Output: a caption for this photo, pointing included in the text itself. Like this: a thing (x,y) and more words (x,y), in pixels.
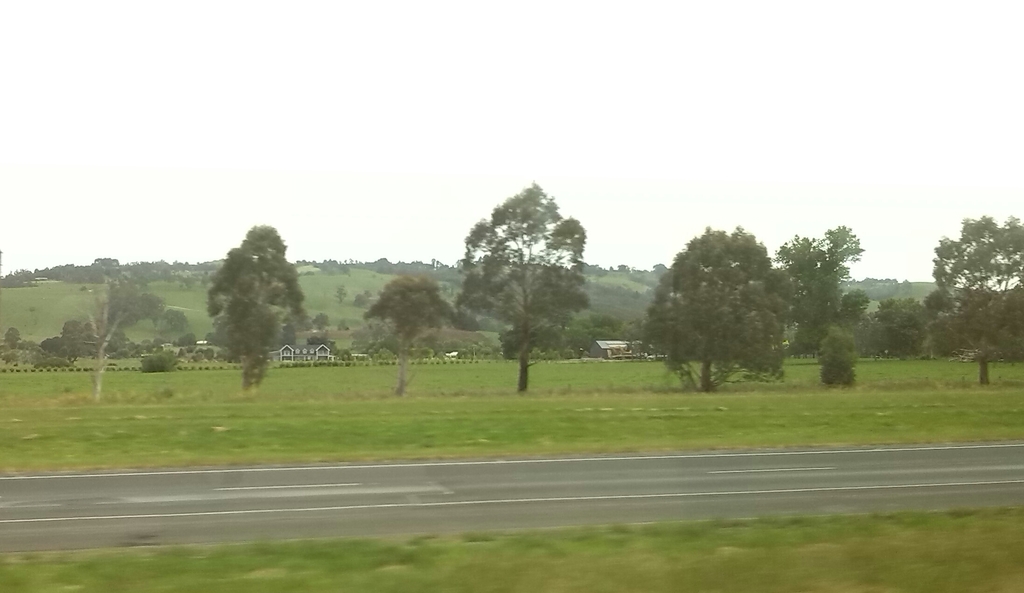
In the foreground of the image (393,538) we can see a pathway (864,470). In the center of the image (674,366) we can see a group of trees (990,359) and buildings (302,353). In the background (608,274), we can see a mountain (601,285) and the sky (501,107).
